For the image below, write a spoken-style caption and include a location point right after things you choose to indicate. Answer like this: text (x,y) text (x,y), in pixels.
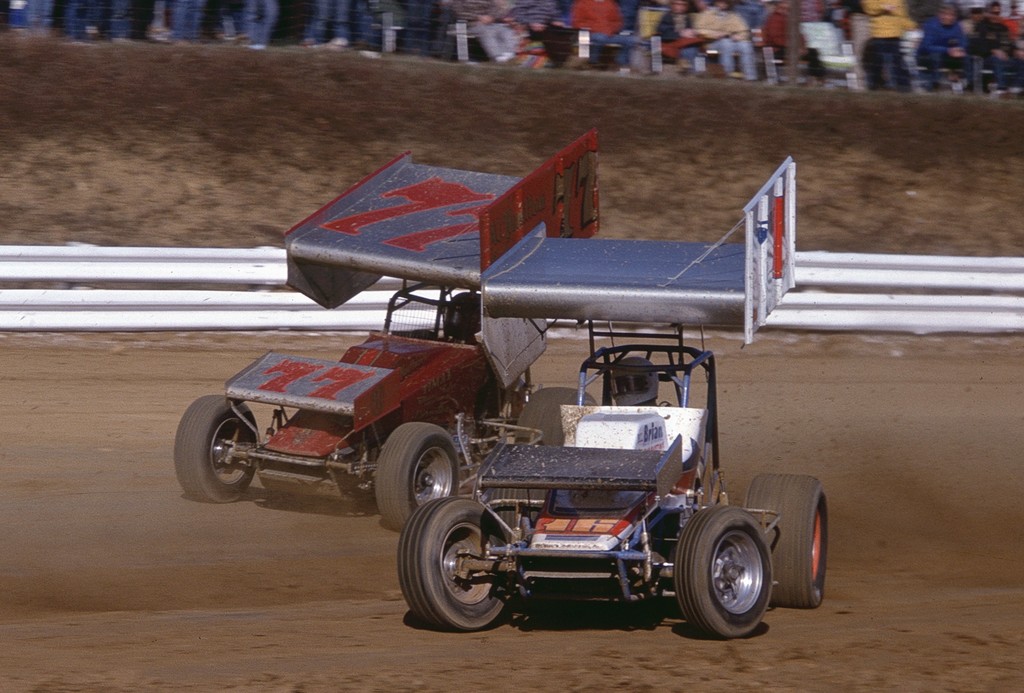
In the center of the image (519,379) we can see vehicles (459,402). In the background (703,32) there is crowd (517,21).
